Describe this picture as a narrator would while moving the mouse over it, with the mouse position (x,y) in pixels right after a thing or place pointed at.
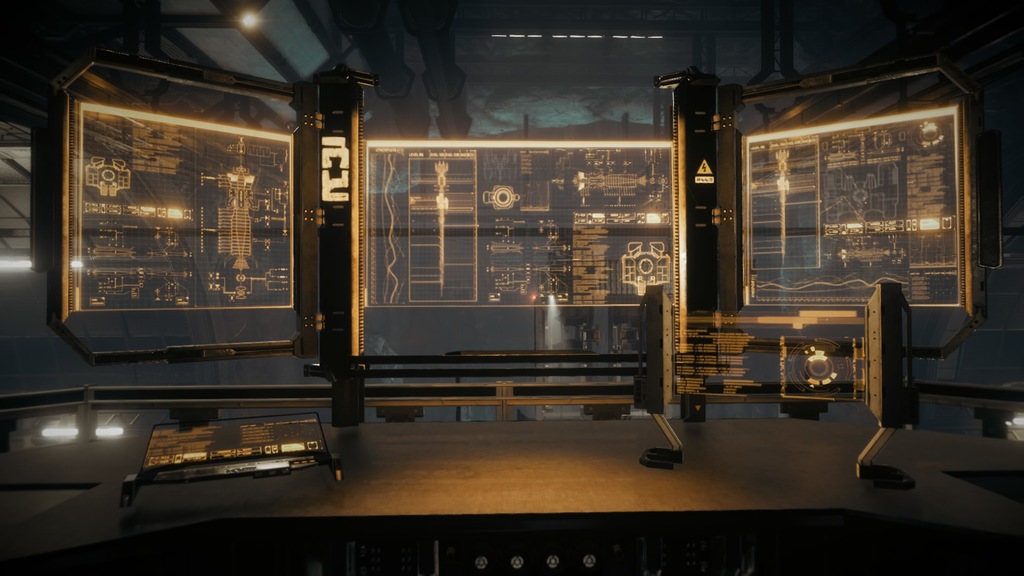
This is an animated image, we can see some screens (782,267).
